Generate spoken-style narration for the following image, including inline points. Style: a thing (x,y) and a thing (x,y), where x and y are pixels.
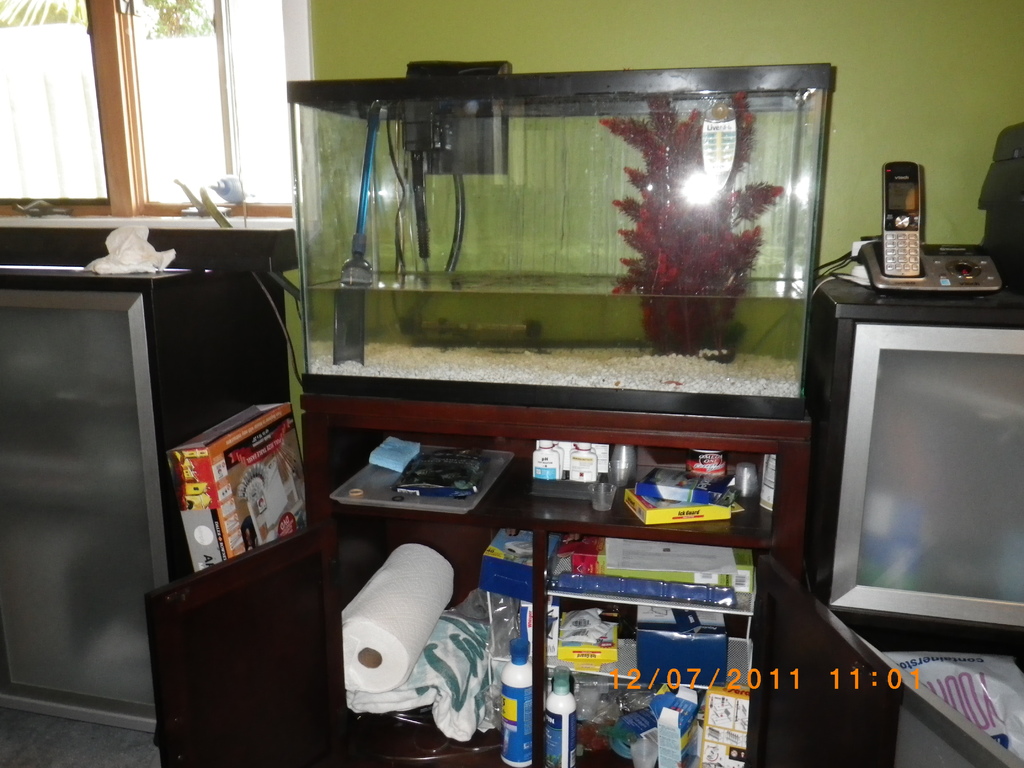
In this picture we can see a tissue roll (406,615), bottles (514,654), boxes (606,648) and some objects (622,647) in the cupboard (461,554). On the cupboard (497,429) there is an aquarium (453,393). On the right side of the aquarium (459,196) there is a cabinet (930,460) and on top of the cabinet (926,328) there are some objects (944,260). Under the cabinet (953,568), there is a plastic cover (979,680). On the left side of the cupboard (407,409) there is an object (208,453). Behind the aquarium (319,214) there's a wall (366,73) and window (168,143).
